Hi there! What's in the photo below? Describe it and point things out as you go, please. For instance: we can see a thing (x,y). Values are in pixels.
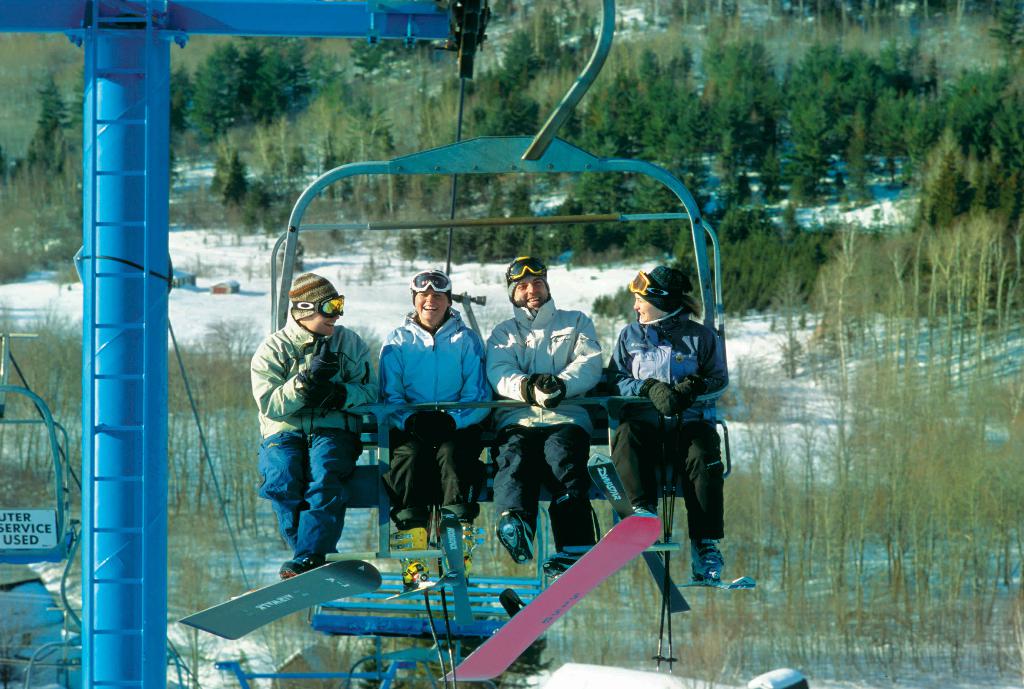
In the image in the center (601,442) we can see ski lift (497,150) and sign board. On the ski lift (379,412), we can see four persons (370,398) were sitting and they were smiling, which we can see on their faces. In the background (4,42) we can see trees (391,50) and snow (210,301).
